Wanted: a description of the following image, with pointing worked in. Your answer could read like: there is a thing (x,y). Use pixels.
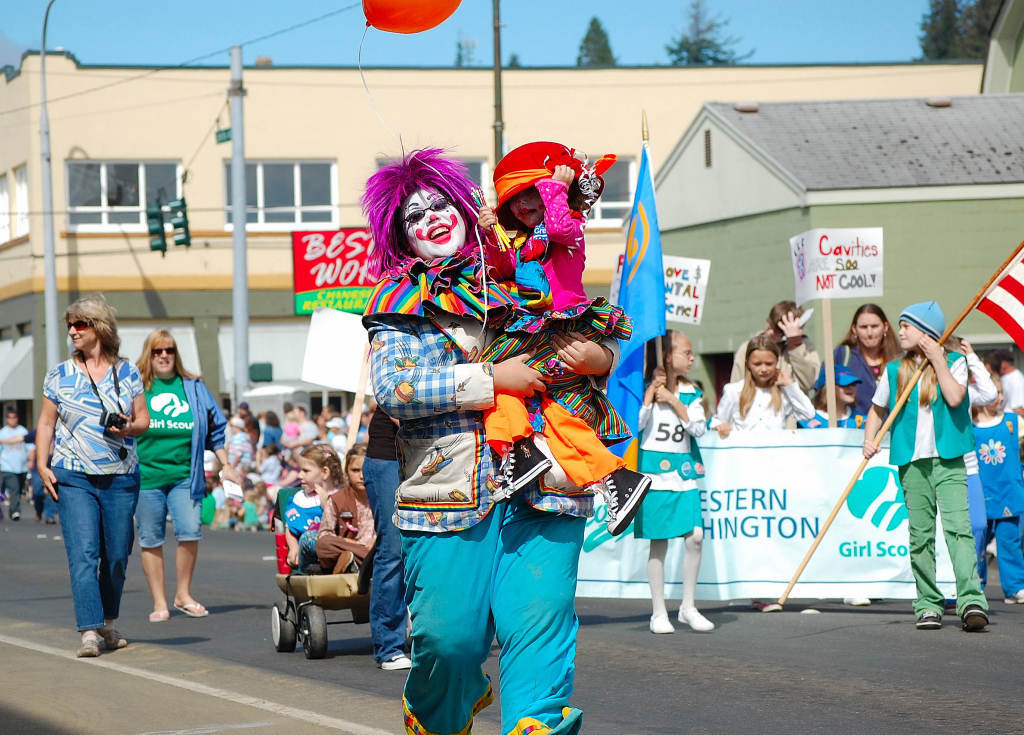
In the foreground (482,480) I can see a person (455,473) wearing costume (467,398) and holding a baby (557,243) in the hands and walking on the road (374,686). In the background (19,493), I can see many people (52,458) are walking on the road (238,696). On the right side (724,412) few people (675,343) are holding boards (814,293), a banner (763,488) and a flag (999,304) in the hands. In the background (755,195), I can see few poles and buildings (489,123). At the top of the image (796,22) I can see the sky (832,25) and also a red color balloon (399,22).
